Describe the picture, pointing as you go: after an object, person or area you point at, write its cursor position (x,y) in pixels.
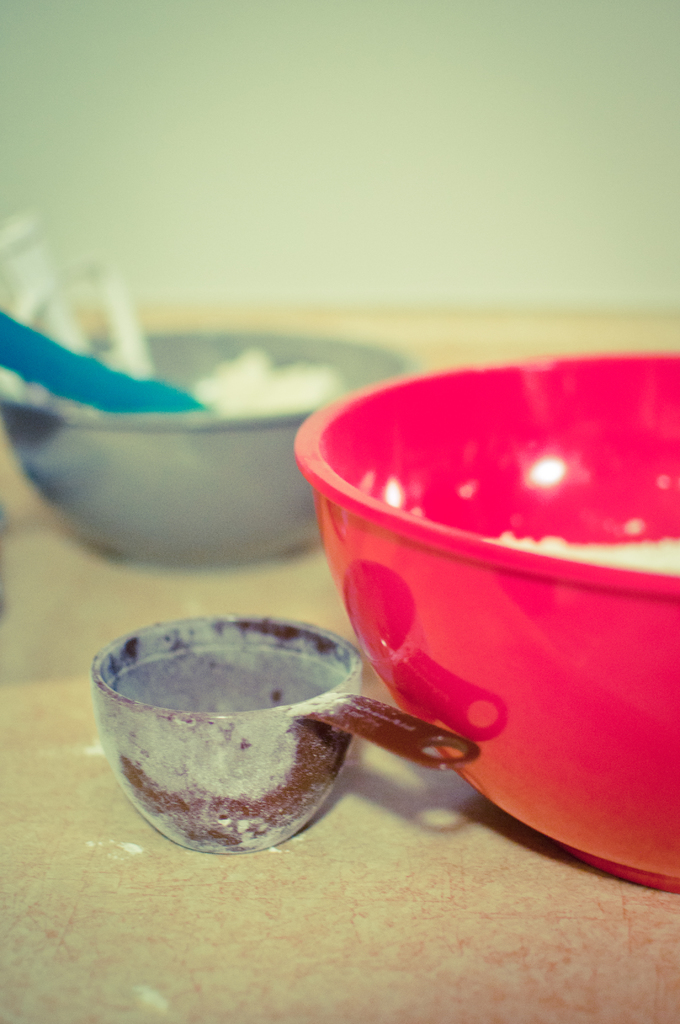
In this image there is a table (358,777), and on that table (370,673) there are two bowls (382,448) and a measurement cup (230,711). In that 2 bowls (533,473) one is pink color and one is grey color and this cup (267,656) is of brown color. There is powder (634,562) in both of the bowls (427,461).
